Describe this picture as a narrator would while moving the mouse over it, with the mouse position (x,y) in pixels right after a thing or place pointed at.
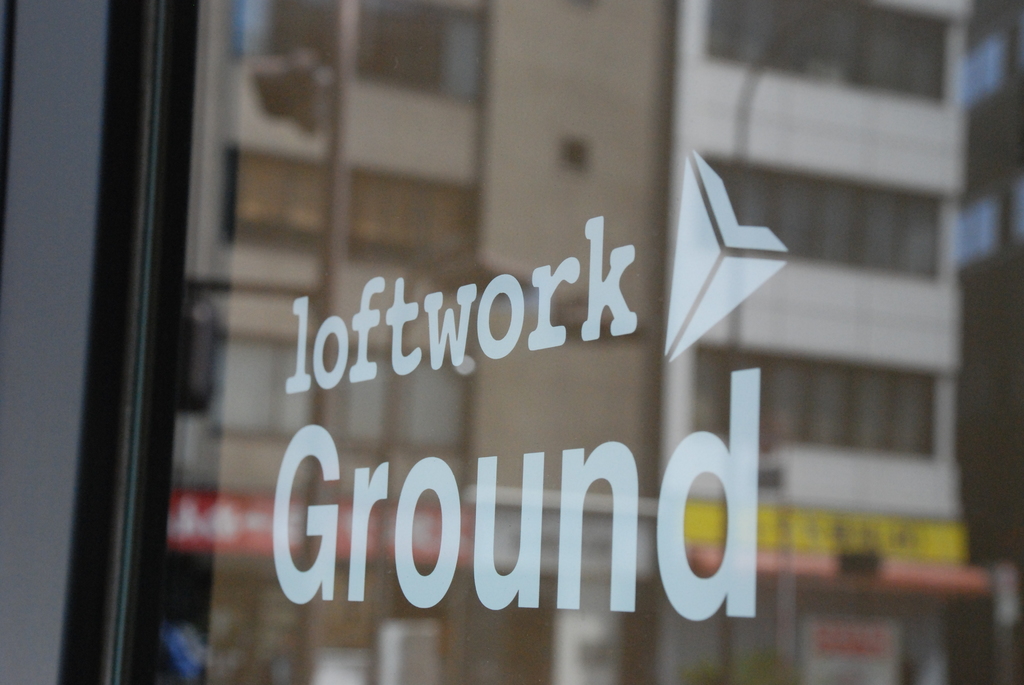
This image consists of a glass (719,408) on which there is a text (415,354). And we can see the buildings (714,655) through the glass (167,572).
